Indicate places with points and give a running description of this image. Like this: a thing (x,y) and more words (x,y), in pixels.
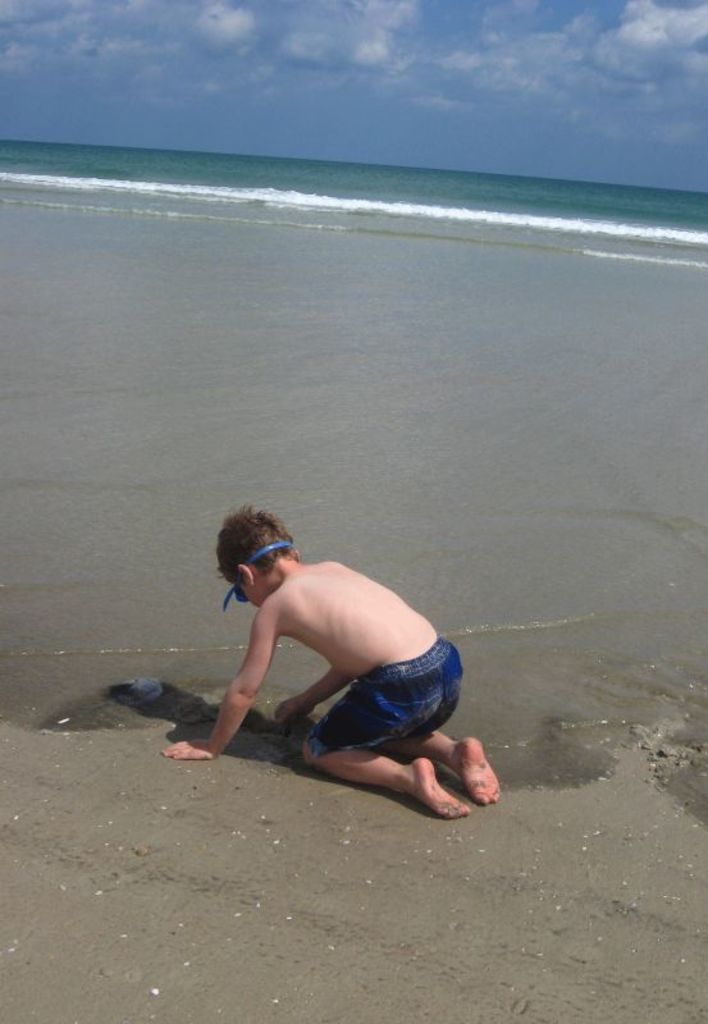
In this image I can see a boy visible in front of the sea (450,247) and at the top (345,78) I can see the sky (482,78) and in the middle (467,398) I can see the sea (494,191).
